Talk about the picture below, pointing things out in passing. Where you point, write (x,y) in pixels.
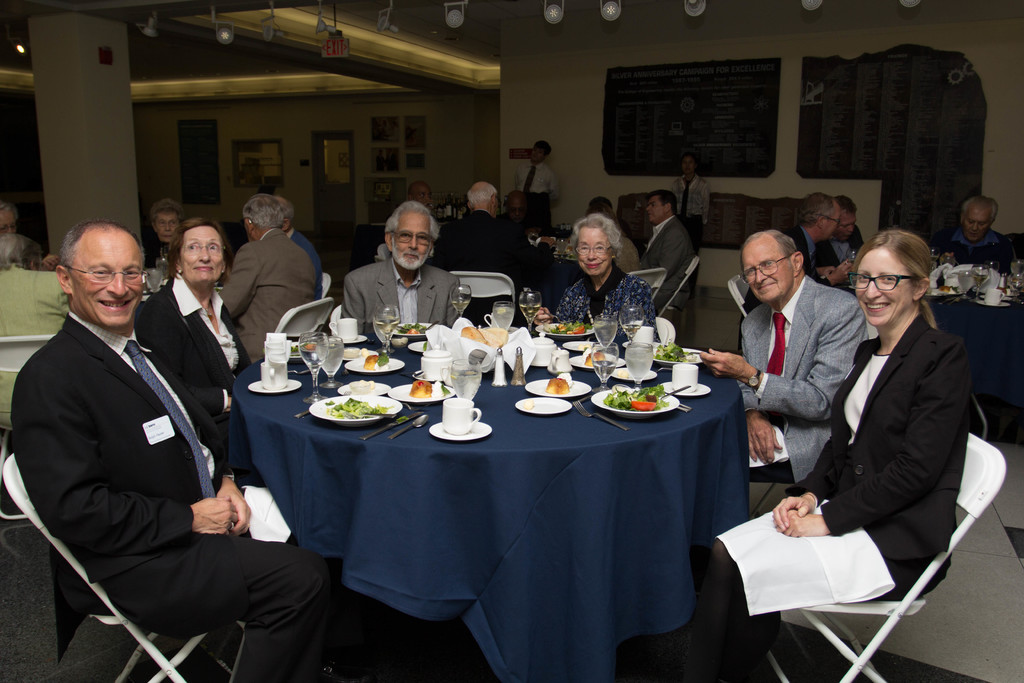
In this picture we can see a group of people (842,377) sitting on chairs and in front of them there is table (710,435) and on table (391,455) we can see cup (443,415), saucer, spoon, knife (398,425), plate (357,396) with some food (370,388) in it, tissue papers (452,338), glasses (326,346) and in background (523,183) we can see two persons (681,188) standing, wall (551,143), door (322,139), frames (388,117), pillar (87,106).
